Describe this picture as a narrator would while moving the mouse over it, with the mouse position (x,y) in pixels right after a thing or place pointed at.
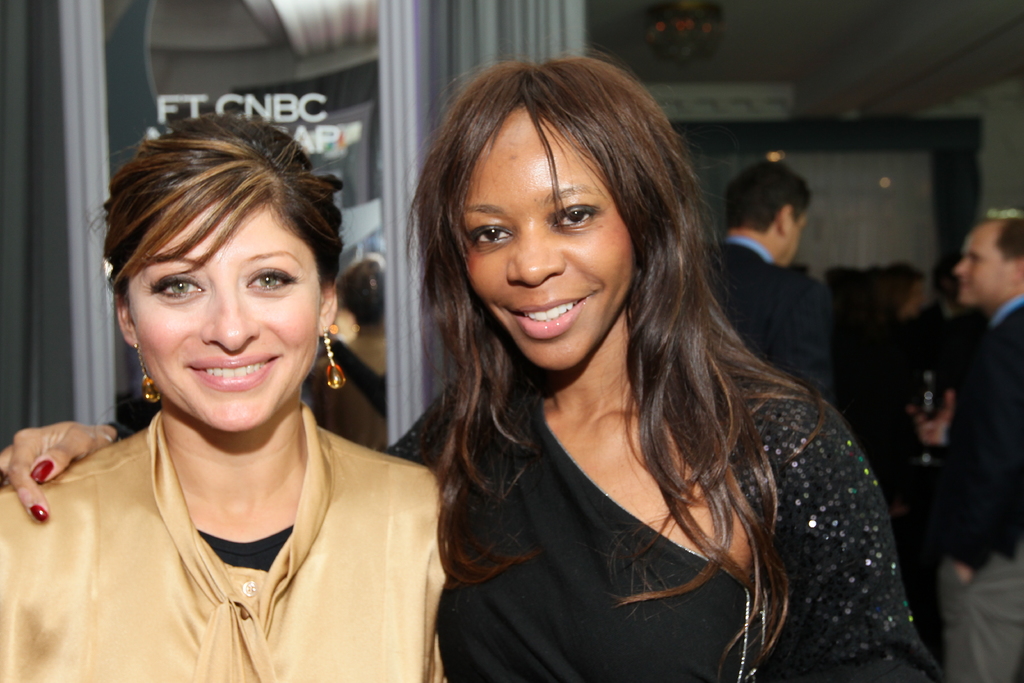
In this image, we can see two women (321,470) standing, in the background (752,327) there are some people (818,314) standing.
